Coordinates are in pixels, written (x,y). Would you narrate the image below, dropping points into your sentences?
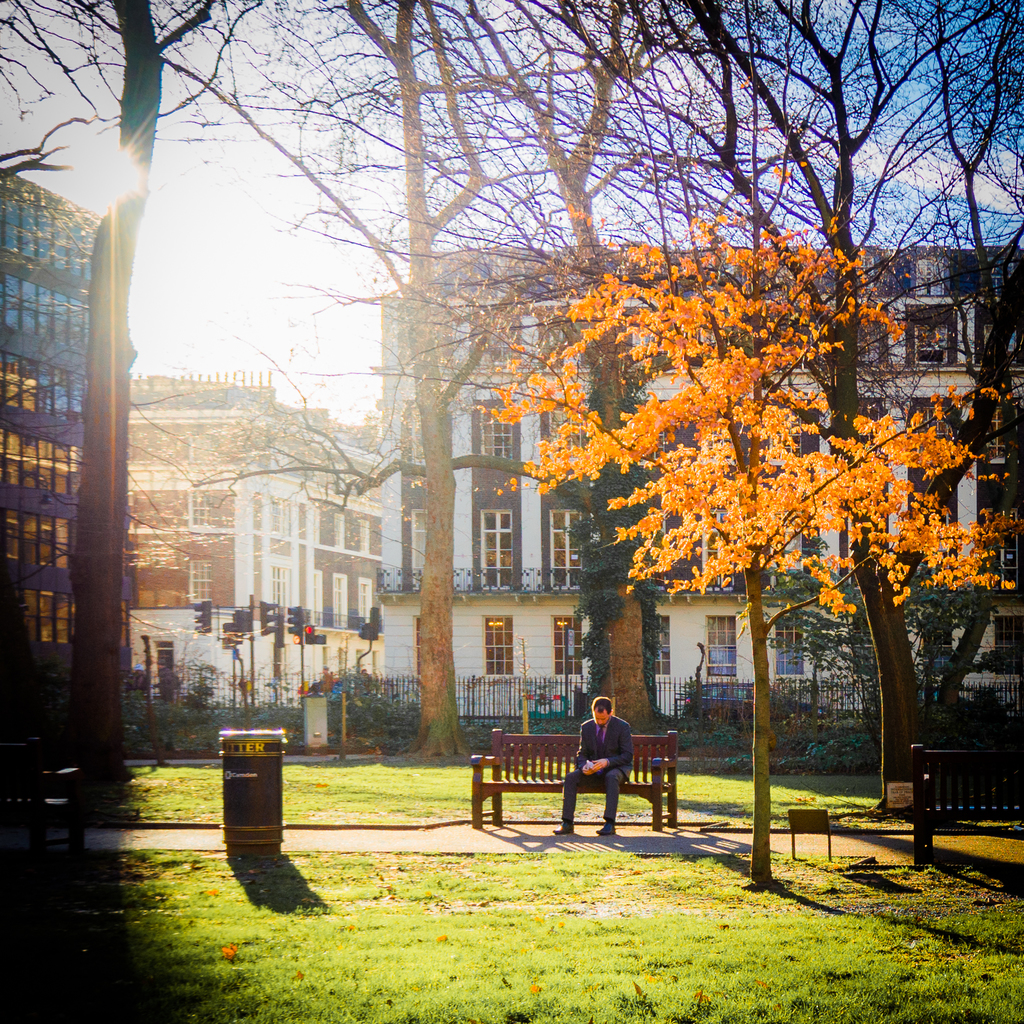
In this image there are wooden benches (543,778) on the ground (592,808). There is a man (610,795) sitting on the bench (540,778). Behind him there are trees (654,658). In the background (245,576) there are buildings (374,527) and traffic signal poles (320,638). There is a railing (485,688) in front of the building (564,676). To the left (261,804) there is a dustbin (247,793) on the ground (89,813). There is grass (548,945) on the ground (358,922). At the top (233,213) there is the sky (244,211).
